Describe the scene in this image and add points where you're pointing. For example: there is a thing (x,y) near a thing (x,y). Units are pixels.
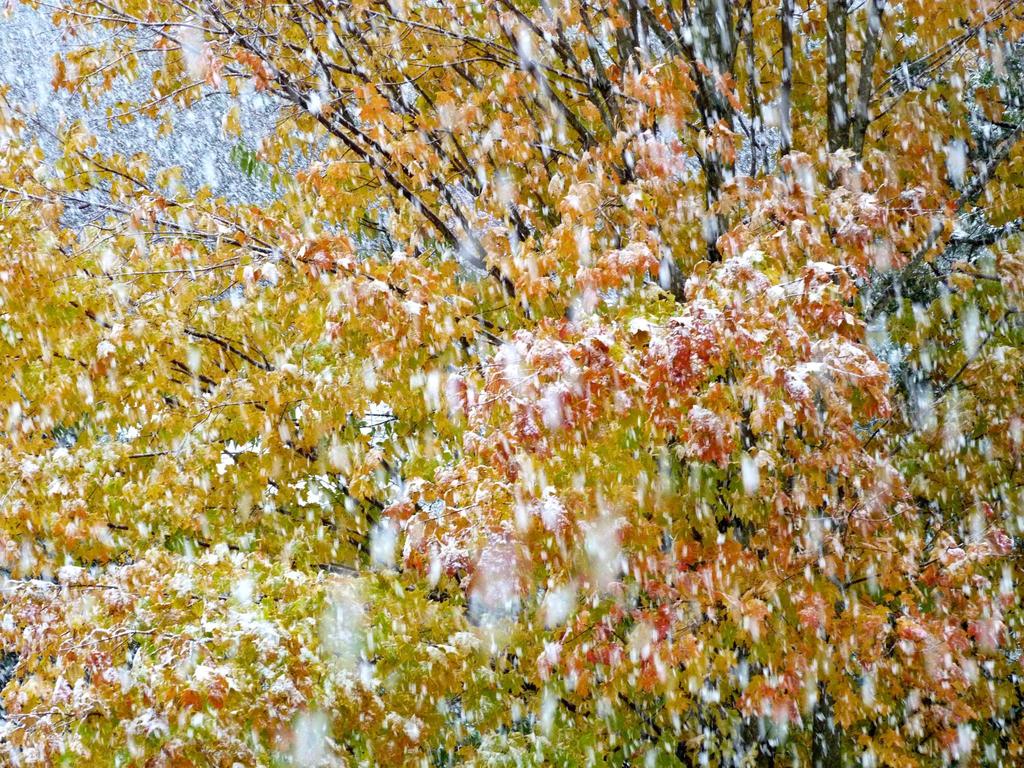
In this picture we can see trees (632,566).
